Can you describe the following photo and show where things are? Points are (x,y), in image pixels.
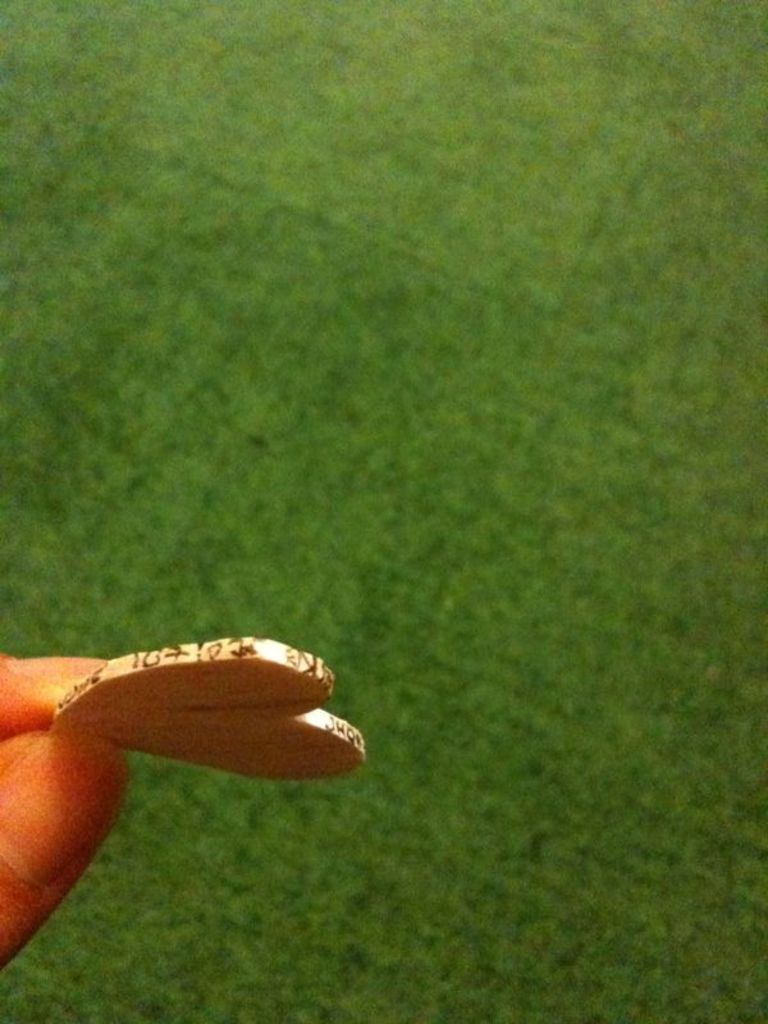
In this image on the left side of there is the hand (44,745) of the person (38,753) holding an object (170,719) and in the center (491,553) there is grass (536,626) on the ground (538,834).
